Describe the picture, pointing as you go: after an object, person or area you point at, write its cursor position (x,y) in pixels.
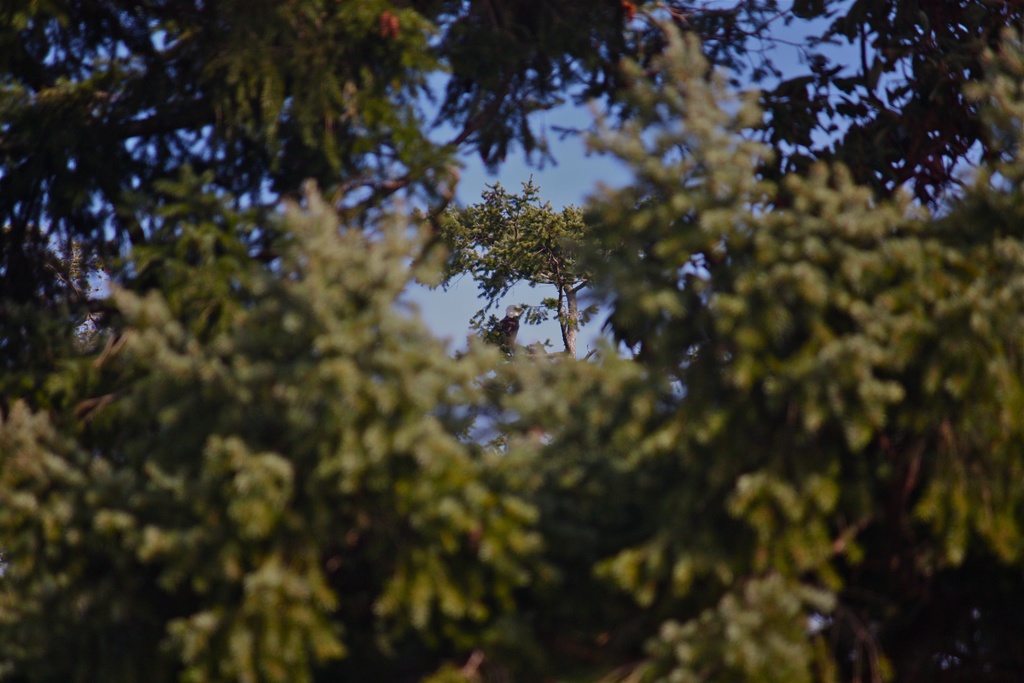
In this there are few branches (435,454) of the trees (429,440) and the sky (463,311).
